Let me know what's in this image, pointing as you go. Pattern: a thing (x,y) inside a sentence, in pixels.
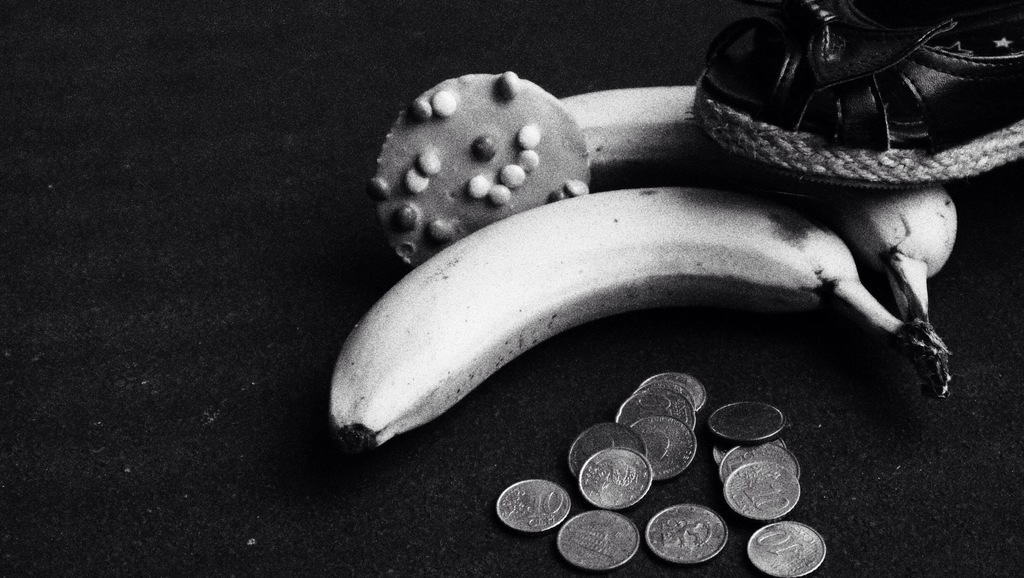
This is a zoomed in picture. In the foreground (631,489) we can see the currency coins (682,522), sandal (931,5), two bananas (642,130) and some other items (506,156) are placed on the top of an object (376,467) seems to be the table (970,431).
